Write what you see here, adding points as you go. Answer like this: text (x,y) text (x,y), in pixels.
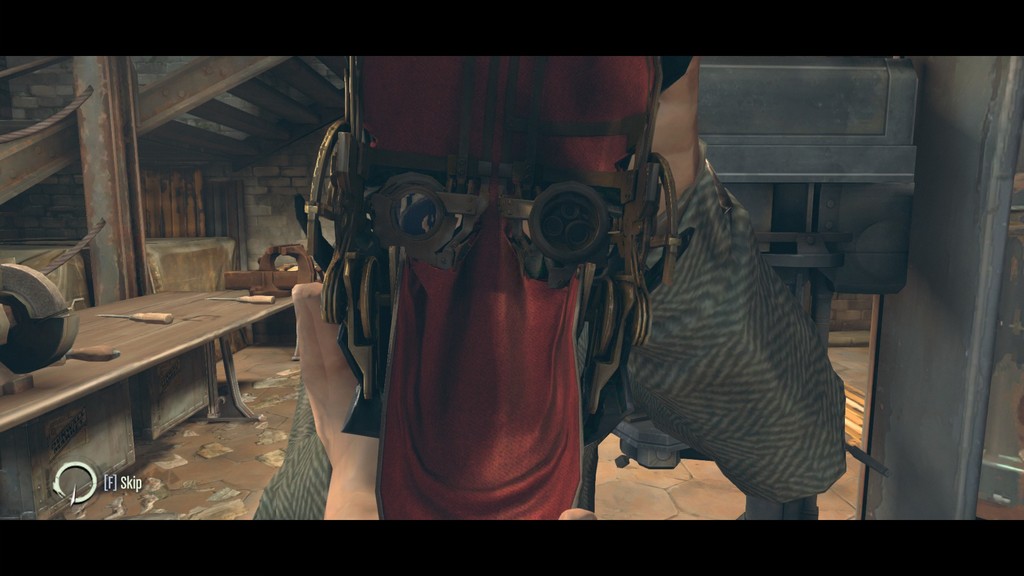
This is an animated picture. Here we can see a table (23,411), steps (150,113), and objects (541,323). On the table (190,300) there are tools (4,354). At the bottom (57,480) we can see a watermark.
